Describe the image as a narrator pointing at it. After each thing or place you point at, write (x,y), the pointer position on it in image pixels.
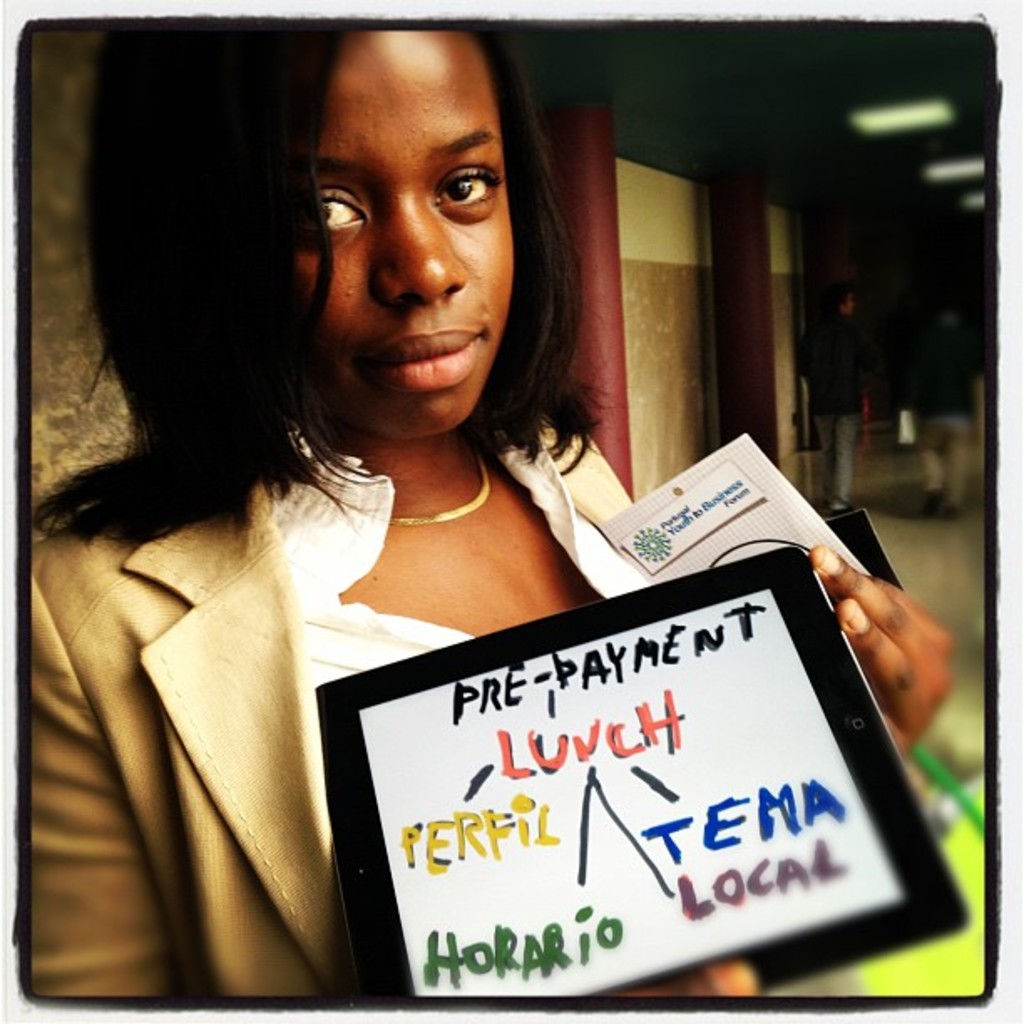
In this picture I can see a woman (394,591) standing and holding a tablet (757,889) with some text (602,927) and I can see couple of them (938,404) walking in the back (845,307) and I can see lights (909,122) on the ceiling (838,179).
